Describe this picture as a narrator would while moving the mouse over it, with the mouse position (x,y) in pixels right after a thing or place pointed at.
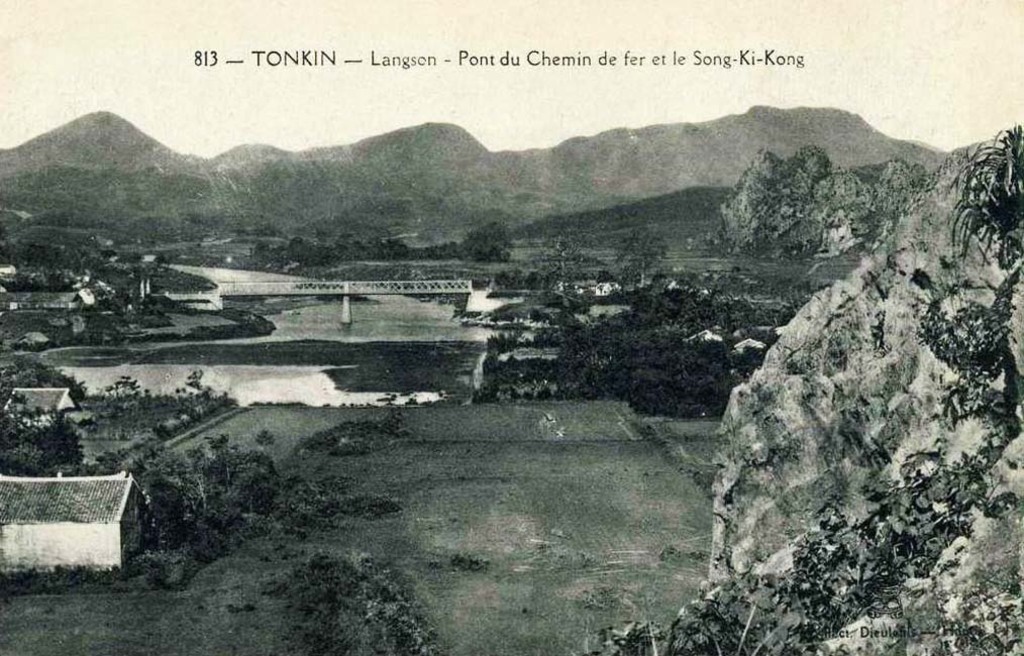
This is black and white image. On the right side (885,437), I can see a rock (854,412). In the background (642,339) there are some houses (63,508), trees (117,430), water (383,328) and a bridge (302,285). On the top of the image (430,53) I can see some text (320,65).
